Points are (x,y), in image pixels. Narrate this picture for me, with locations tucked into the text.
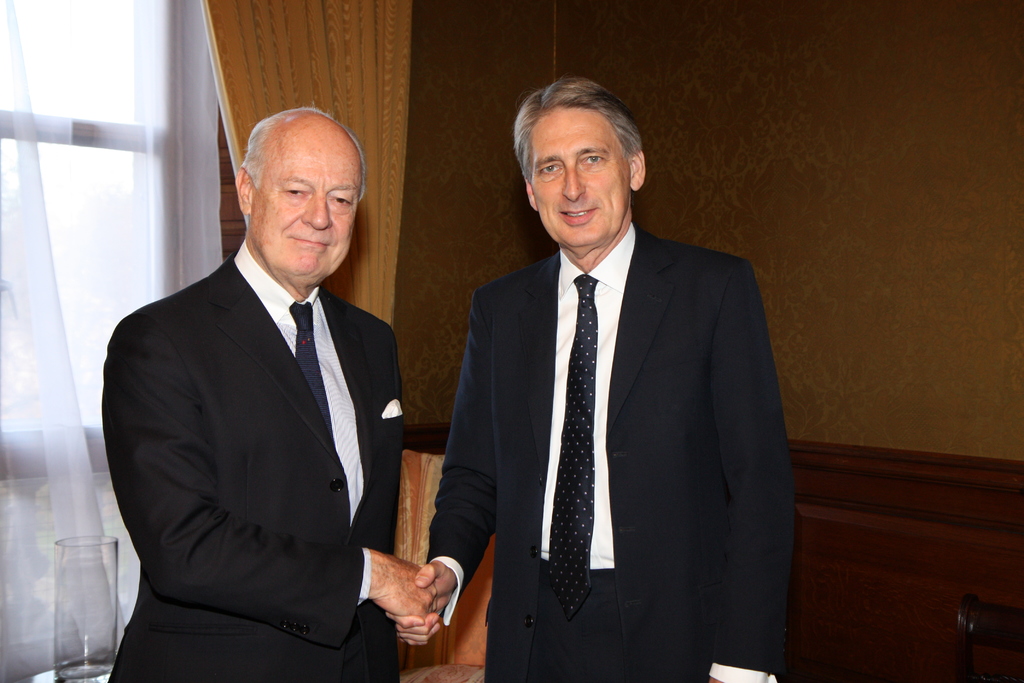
In this image two persons (678,447) are standing and shaking their hands (409,622). They are wearing a suit (352,584) and tie (319,381). Left side (73,384) there is a window (154,291) which is covered with a curtain (215,214). Background (902,362) there is a wall (792,189). Left bottom there is a glass (72,562).
